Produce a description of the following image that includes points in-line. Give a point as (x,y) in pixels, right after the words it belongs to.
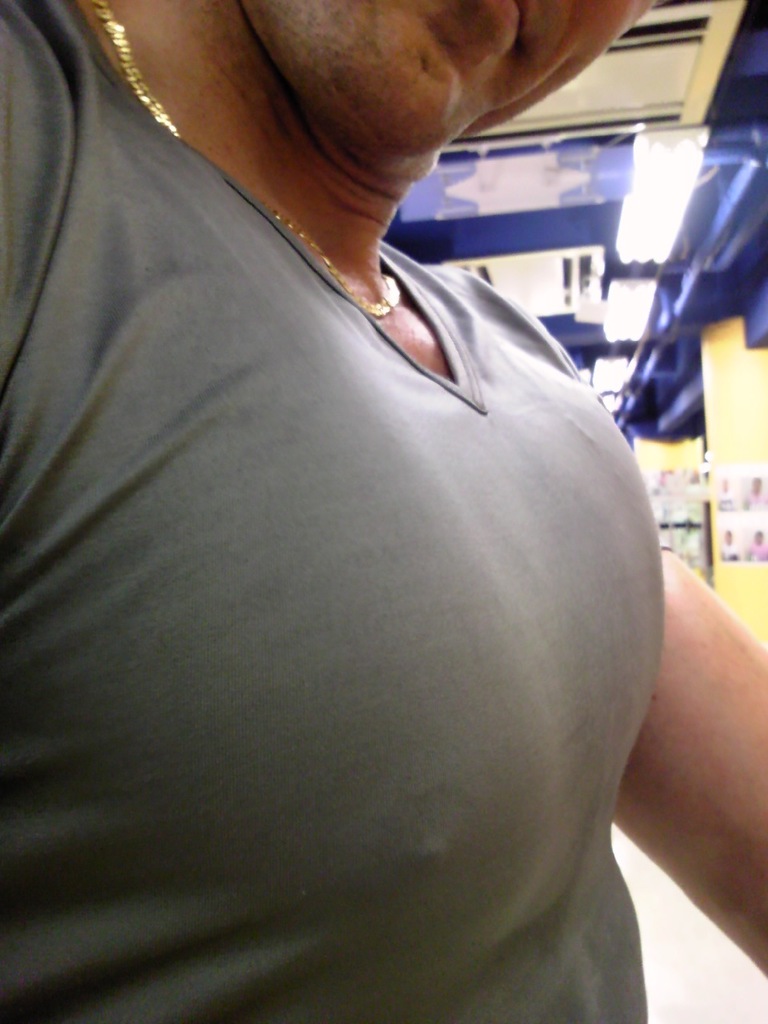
At the top (749,97) we can see the ceiling (749,60) and the lights (689,163). On the right side of the picture (730,354) we can see few posts (737,520). In this picture we can see a person (696,624) wearing a t-shirt (376,326) and we can see a chain (116,24) around the neck (290,208).
